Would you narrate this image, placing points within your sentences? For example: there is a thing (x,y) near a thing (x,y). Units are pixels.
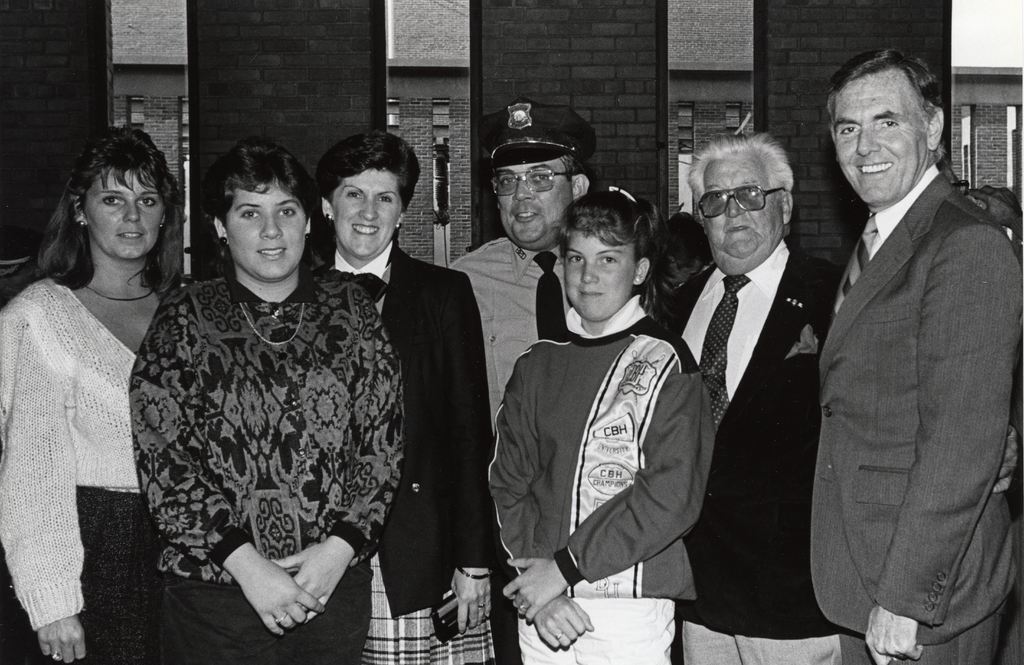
In this picture there is a group of men and women (371,289) standing in the front (599,590), smiling and giving a pose into the camera. Behind there is a brick panel wall (281,92).
